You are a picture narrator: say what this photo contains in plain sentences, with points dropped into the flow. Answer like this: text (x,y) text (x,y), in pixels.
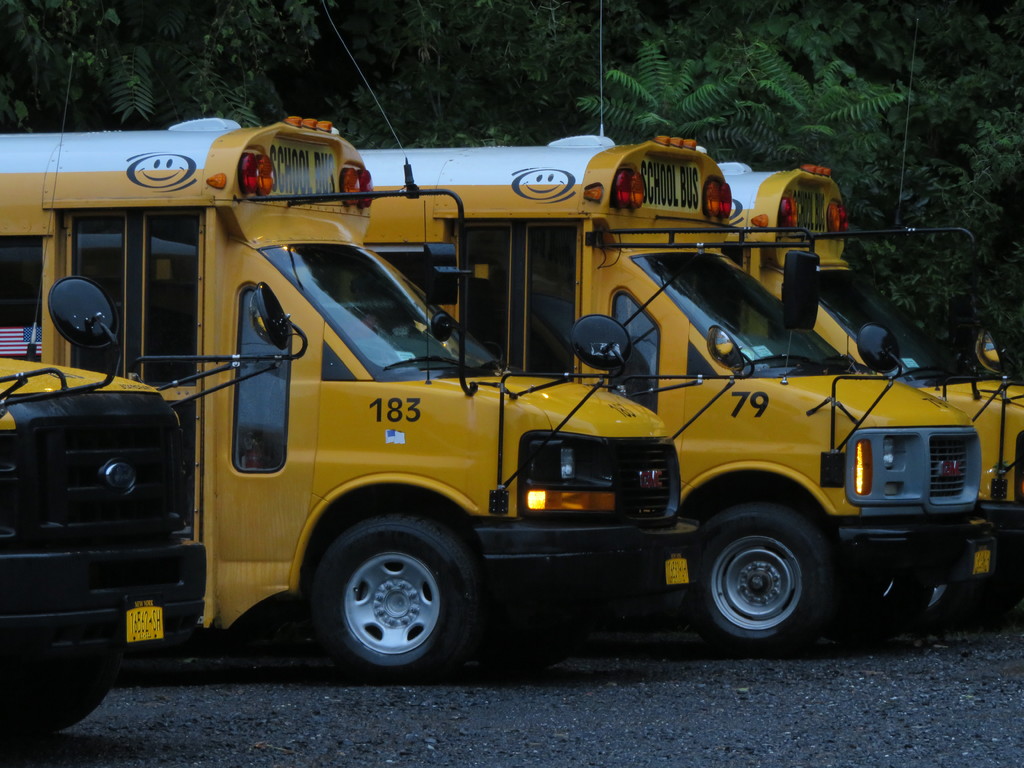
In the background (654,110) we can see the trees (774,25). In this picture we can see the school buses (860,552) parked on the road (386,715).
